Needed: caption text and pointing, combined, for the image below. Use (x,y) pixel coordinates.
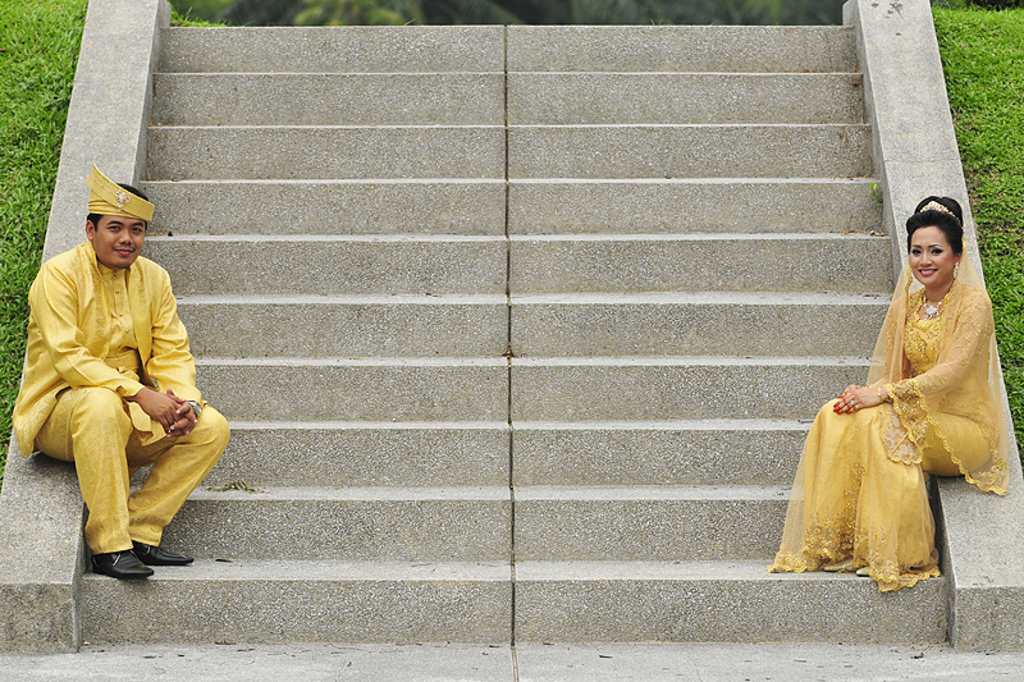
In the image in the center (485,368) there is a staircase (402,281). On the left side of the image (126,320), we can see one man (150,374) sitting and he is smiling. And on the right side (938,362), we can see one woman (942,374) sitting and she is also smiling, which we can see on her face (942,275). And we can see they were in golden color costume (164,386). In the background (57,62) we can see the grass (76,32).
